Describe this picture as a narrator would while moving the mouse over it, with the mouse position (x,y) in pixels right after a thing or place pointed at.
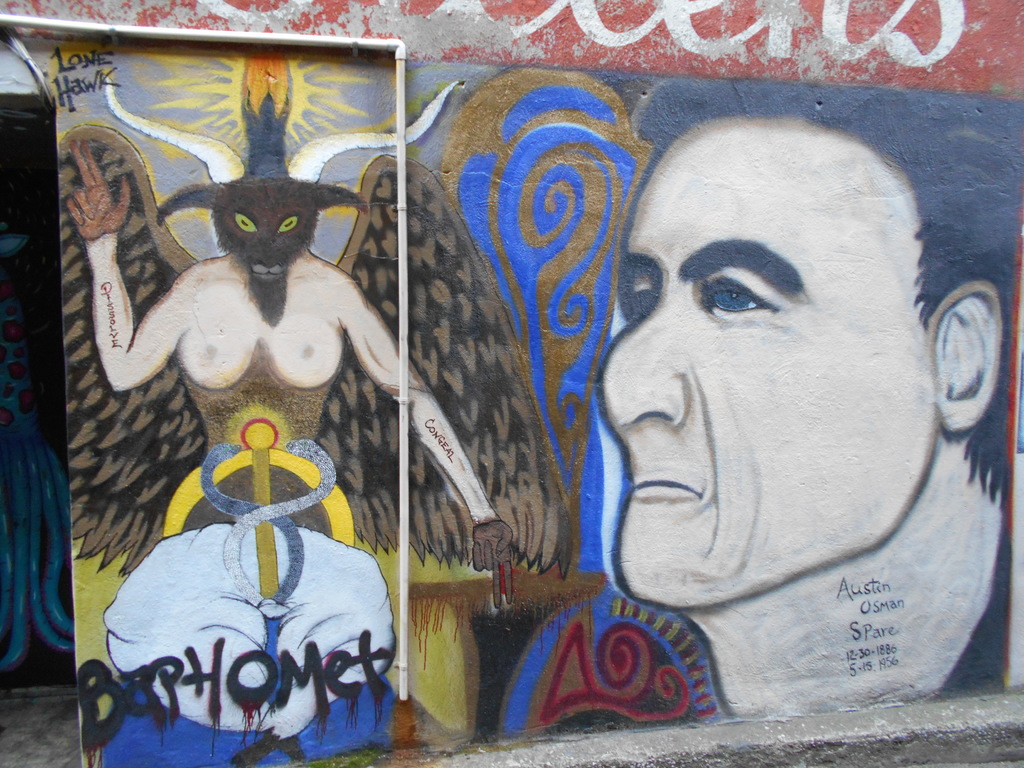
In this image there is a wall (441,496) with a painting (593,189) of a man (753,512) and an animal (487,467) on it.
